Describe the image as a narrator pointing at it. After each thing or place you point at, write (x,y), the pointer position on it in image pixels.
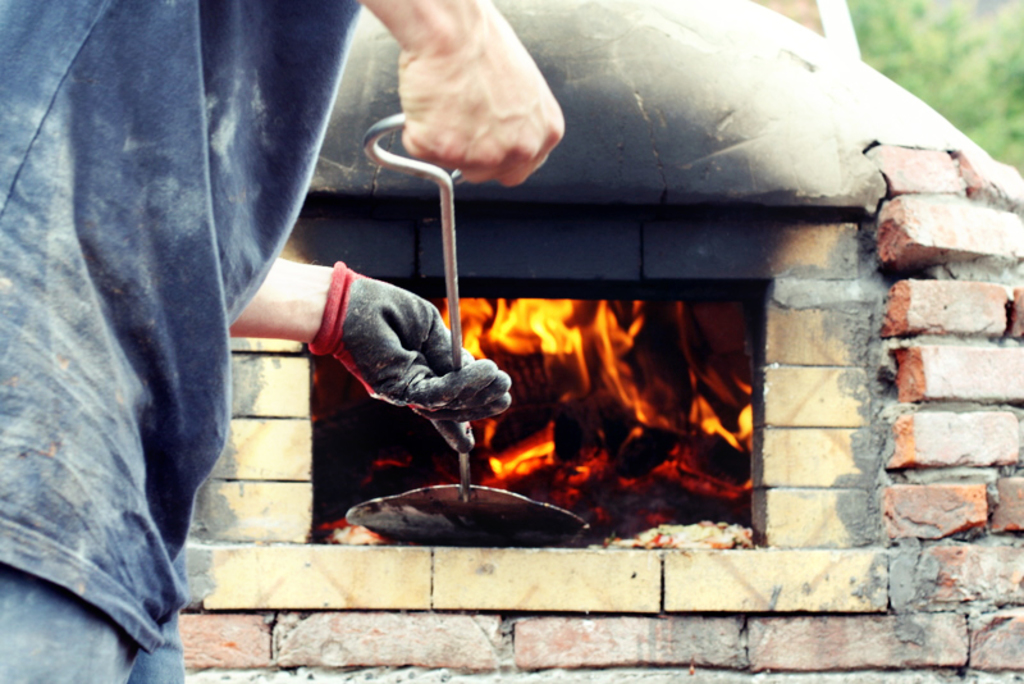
In this picture I can observe a person (55,334) wearing blue color dress (100,359). He is wearing a glove (345,364). This person (370,335) is standing in front of a hearth (360,469). I can observe some fire (464,324) in the hearth (593,408). In the background (954,57) there are some trees (934,61).
